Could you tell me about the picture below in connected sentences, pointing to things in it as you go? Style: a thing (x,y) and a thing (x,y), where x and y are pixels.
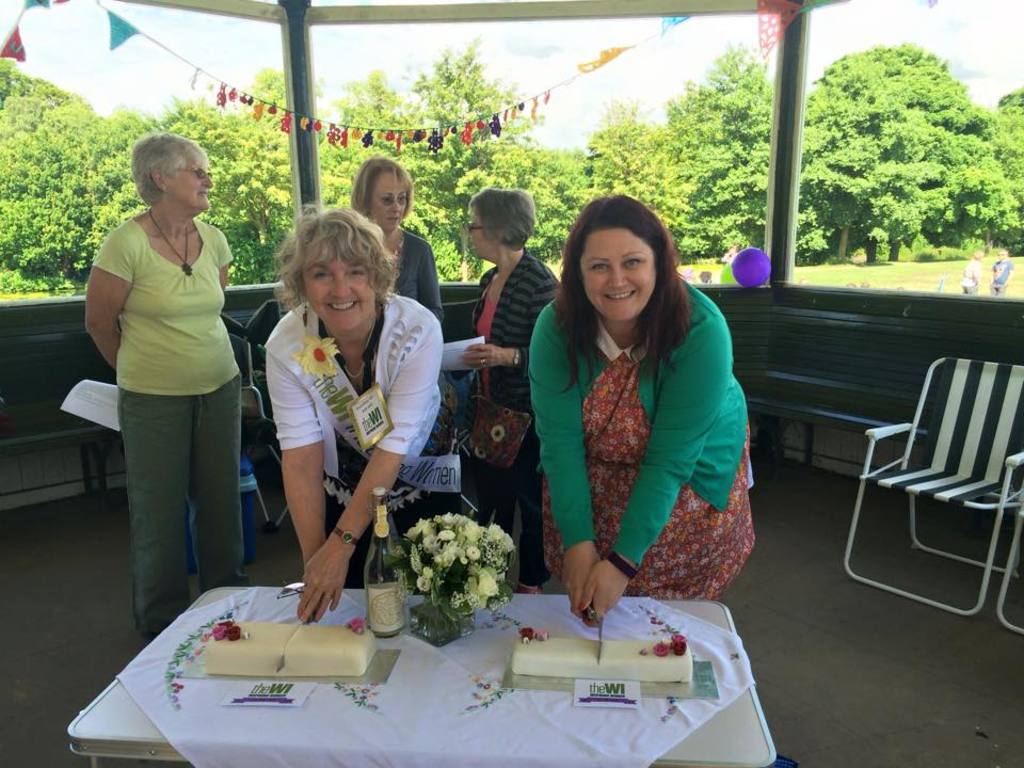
In this image there are group of women (388,334) and at the foreground of the image (401,359) there are two women (583,506) who are cutting cake (565,659) which is placed on the table (479,628) and there is a flower vase (423,602) on the table (434,654) and at the background of the image (75,174) there are trees (76,191) and at the right side of the image (875,440) there is a chair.
